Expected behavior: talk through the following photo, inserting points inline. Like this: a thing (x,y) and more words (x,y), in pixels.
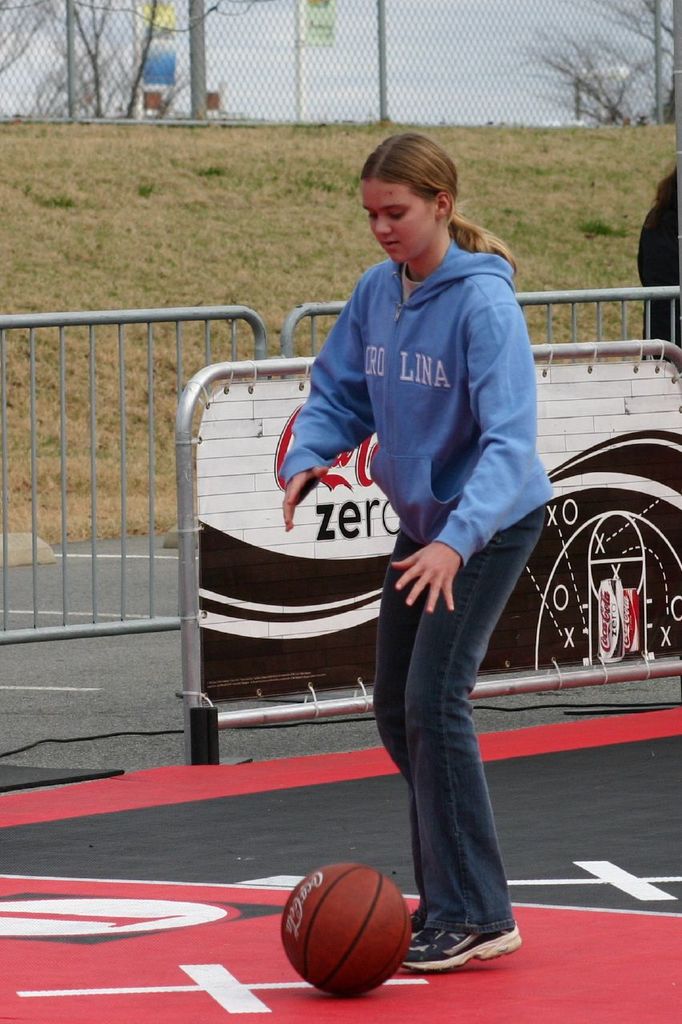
In this image there is a girl (378,677), in front of the girl (400,398) there is a basketball (337,883), beside the girl (428,695) there is a metal fence (151,467), behind the metal fence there is grass (190,213), in the background of the image (295,82) there are metal fence (297,69), sign boards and trees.
